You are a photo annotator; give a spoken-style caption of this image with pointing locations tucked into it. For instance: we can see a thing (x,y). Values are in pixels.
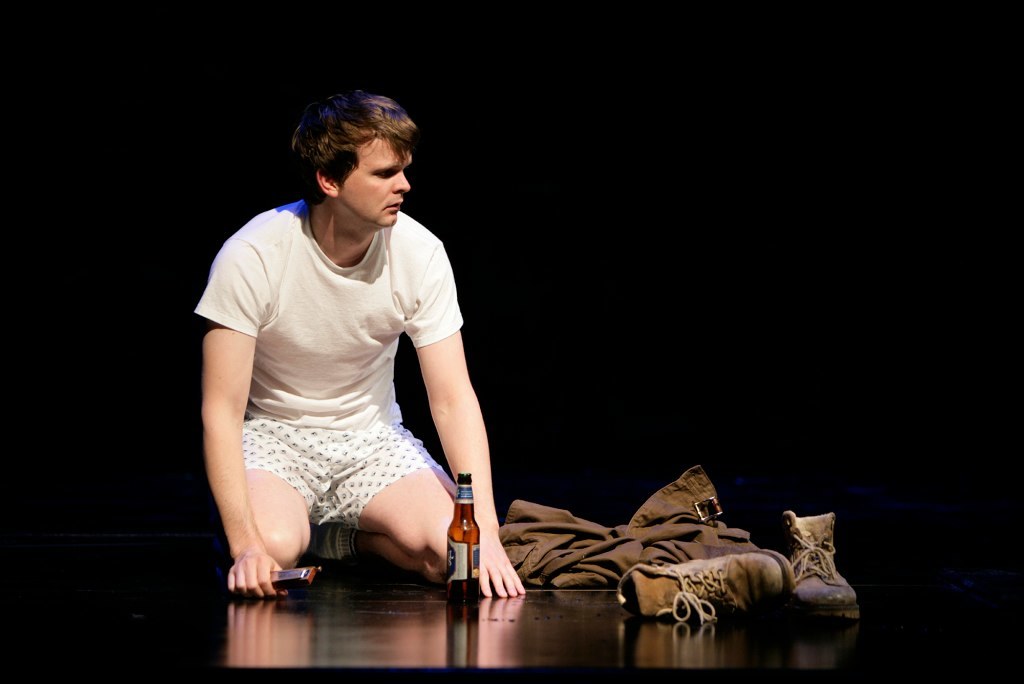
In this image we can see a person (483,526) on the floor (497,621). Here we can see a jacket (609,552) and shoes (714,617) which are on the right side (718,604). Here we can see a bottle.
